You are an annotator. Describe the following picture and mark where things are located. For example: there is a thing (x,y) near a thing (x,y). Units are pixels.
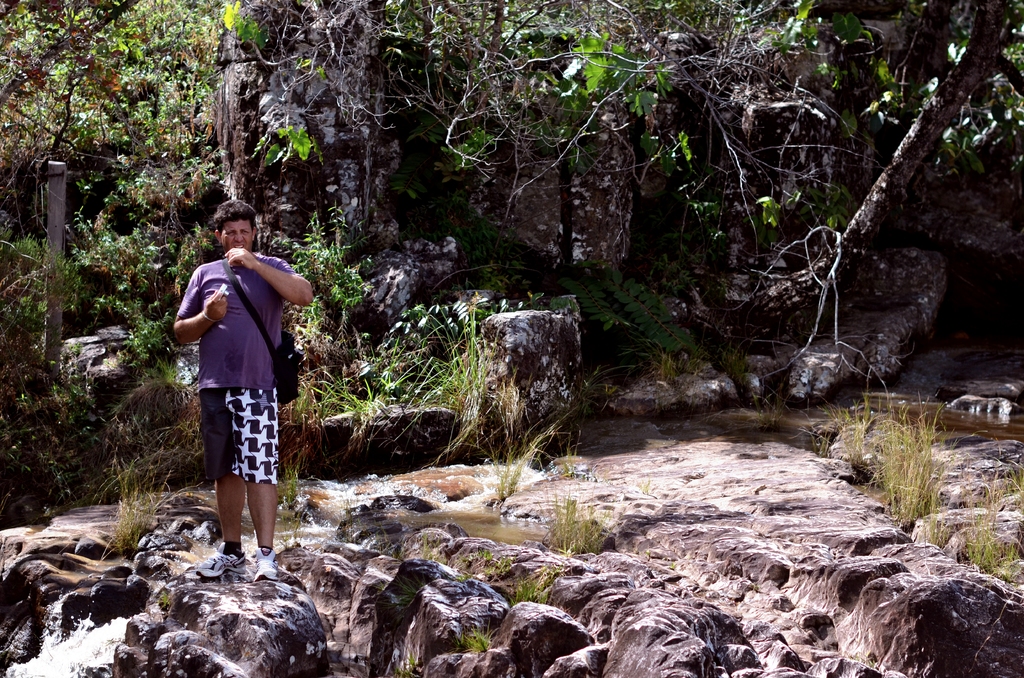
In this image we can see a person (226,328) wearing the bag (234,280) and holding an object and standing. We can also see the water (83,669), grass (575,518), rocks (589,484) and also the trees (548,110) and a pole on the left (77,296).
